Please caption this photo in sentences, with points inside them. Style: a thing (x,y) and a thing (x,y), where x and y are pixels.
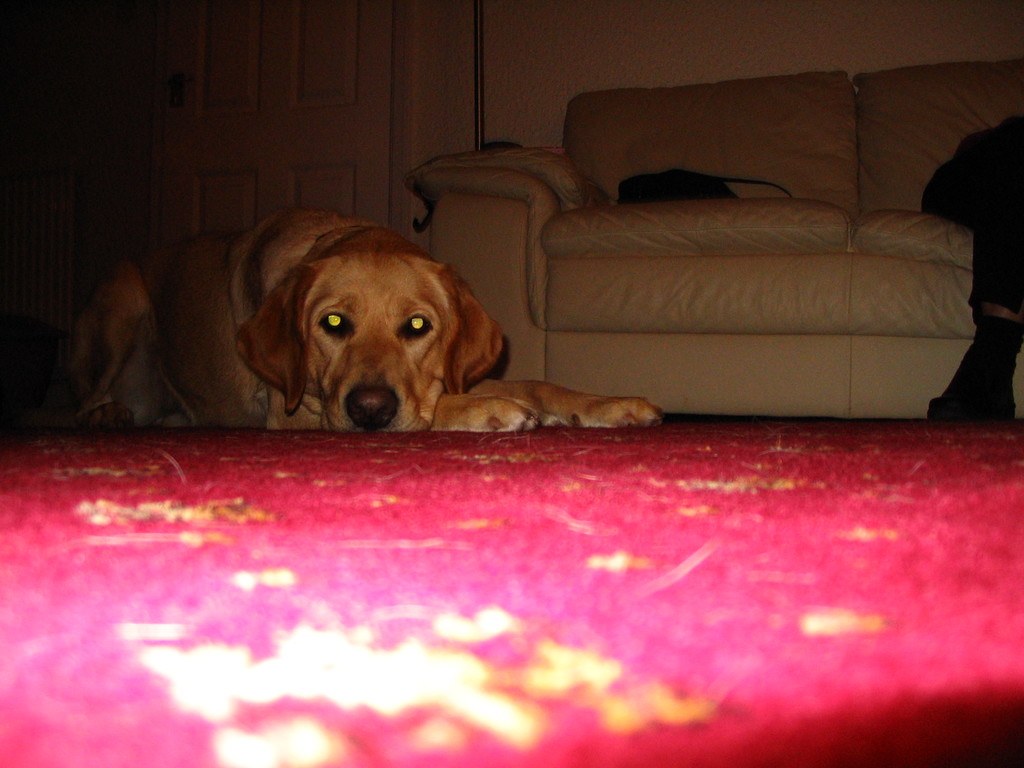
In this image we can see a dog (227,373) which is resting on the ground (238,436) there is red color mat (336,576) and in the background of the image (491,209) there is couch (689,277) which is of cream color on which there are some clothes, bag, there is wall (515,47) and door (188,100).
